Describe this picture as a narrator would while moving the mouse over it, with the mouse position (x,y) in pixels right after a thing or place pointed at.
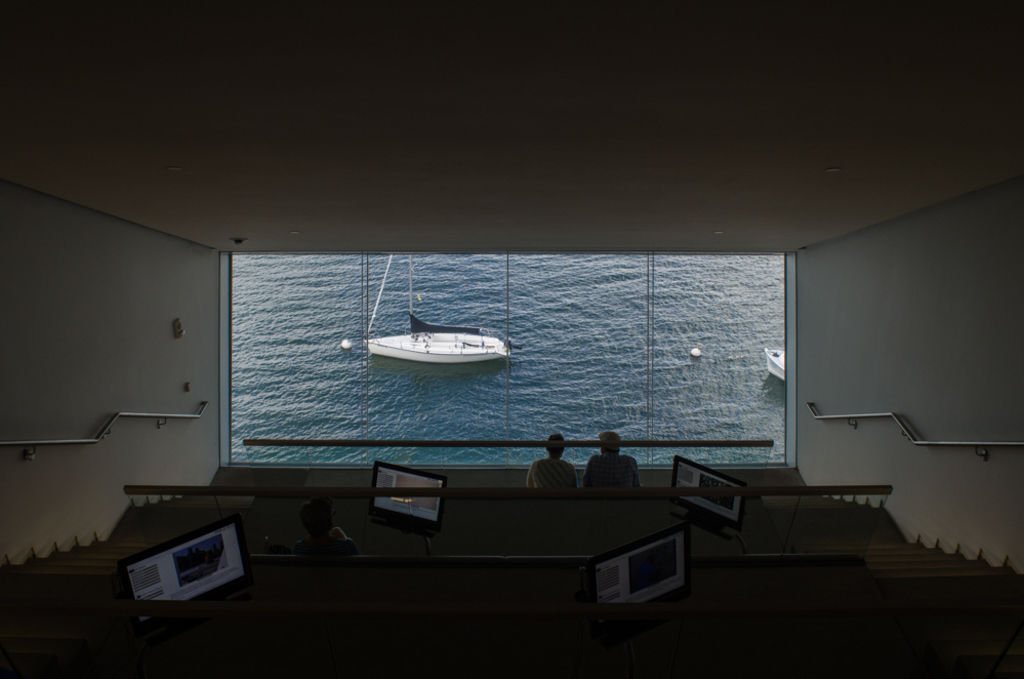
Here it is looking like a hall (156,454). At the bottom of the image (590,471) I can see few people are sitting on the benches (186,623) in front of the laptops (445,485). In the background (465,437), I can see the water (442,409) along with two boats (442,354). On the right (960,442) and left side of the image (159,415) I can see metal rods (146,412) which are attached to the walls (118,355).
